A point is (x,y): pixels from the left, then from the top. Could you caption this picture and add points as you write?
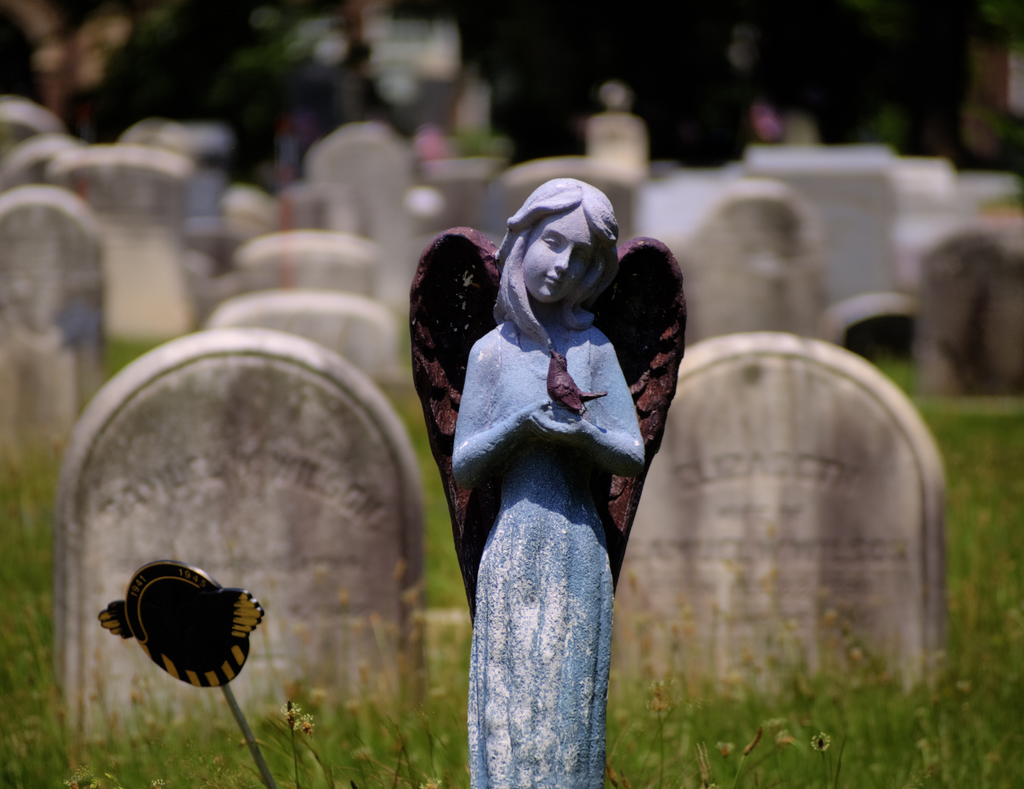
In this image I see a statue (575,785) of a woman (479,765) with the wings (419,280) on her and in the background (685,694) I see grass (980,708) and a lot of tombstones (633,175).
